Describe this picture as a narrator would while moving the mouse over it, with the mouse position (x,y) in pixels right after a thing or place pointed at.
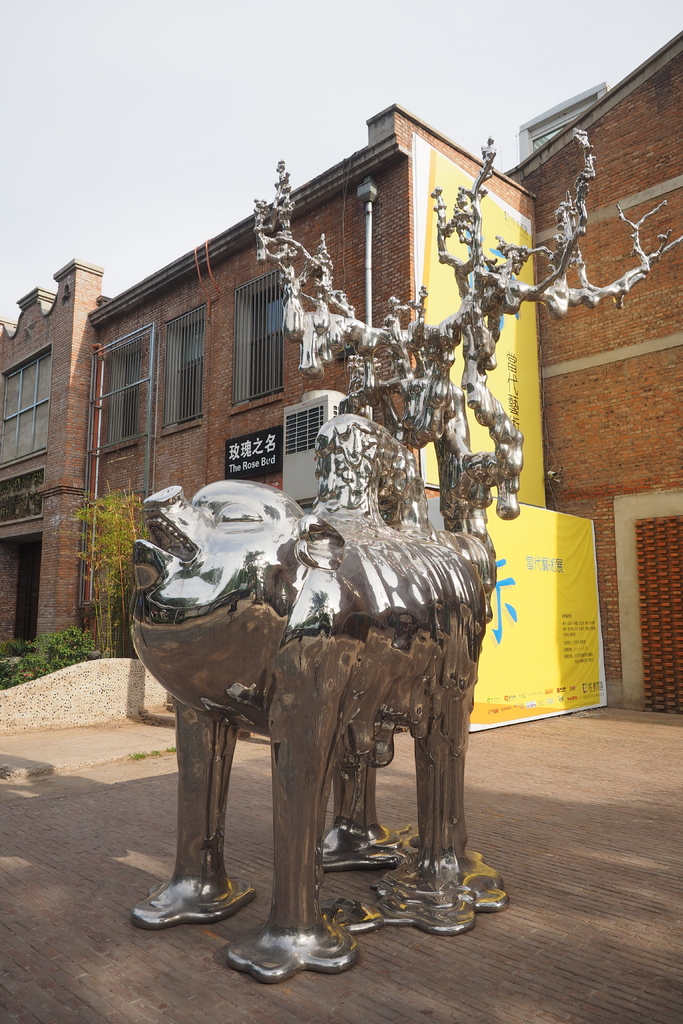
In this picture there are buildings (222,315) which are in brown colour where there are windows (235,307) and doors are present and in front of the building (212,299) there is one statue (224,675) which is in steel colour and there is one yellow sheet (532,655) is placed on the wall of the building (650,574).
